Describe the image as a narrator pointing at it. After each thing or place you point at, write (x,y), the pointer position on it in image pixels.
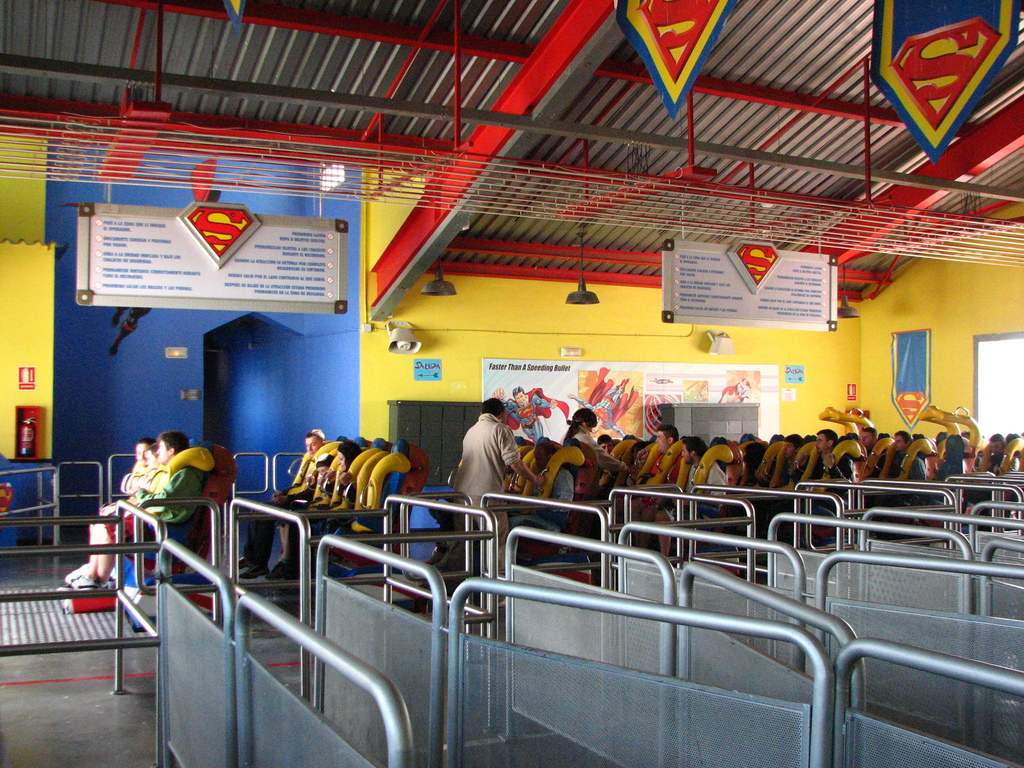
In this picture, we see many people (761,481) sitting on the seats (215,475). Beside them, there are many iron boards (589,632). In the background (406,369), we see a wall (79,360) in blue and yellow color. We see some posters (633,383) are posted on the wall (469,392). At the top of the picture (399,185), we see the roof (590,178) of the room (488,89) and we even see white boards (783,262) with some text (681,286) written on it.
